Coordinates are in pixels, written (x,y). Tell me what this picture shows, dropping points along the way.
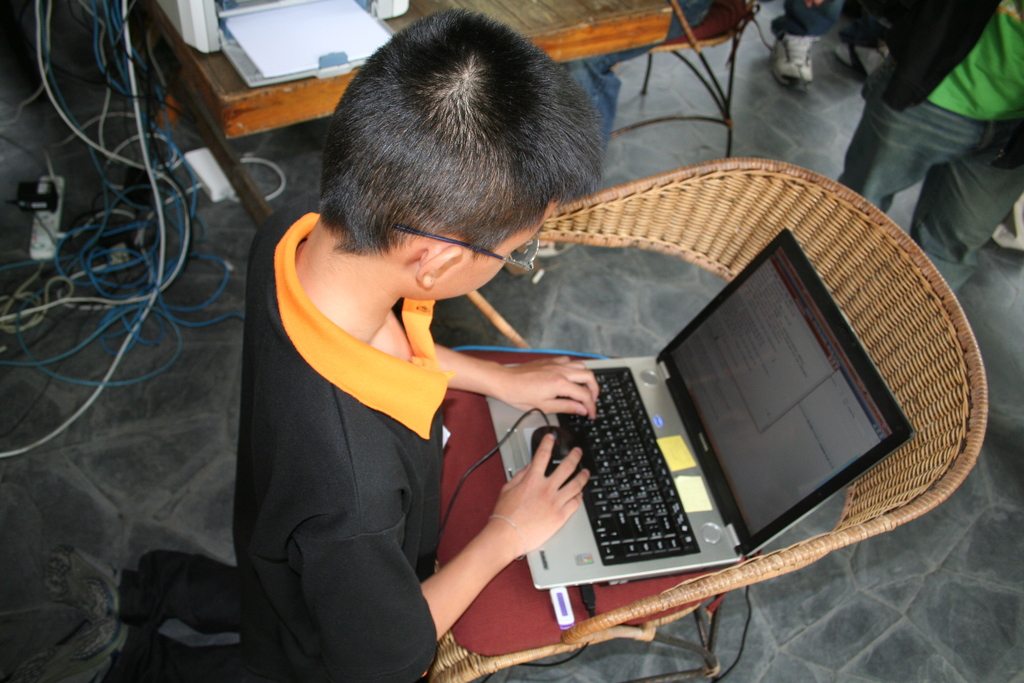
In this image I can see a person (342,368) kneeling on a surface (226,521) holding a mouse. In front of the person (485,585) there is a laptop (667,497) which is on a chair (816,259) and a pen drive (568,602) is connected to it. On the right side (926,125) they are a person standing and to the top of the image (254,113) I can see a table (239,101) beside to it there are some wire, a switchboard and an adaptor (49,192).
